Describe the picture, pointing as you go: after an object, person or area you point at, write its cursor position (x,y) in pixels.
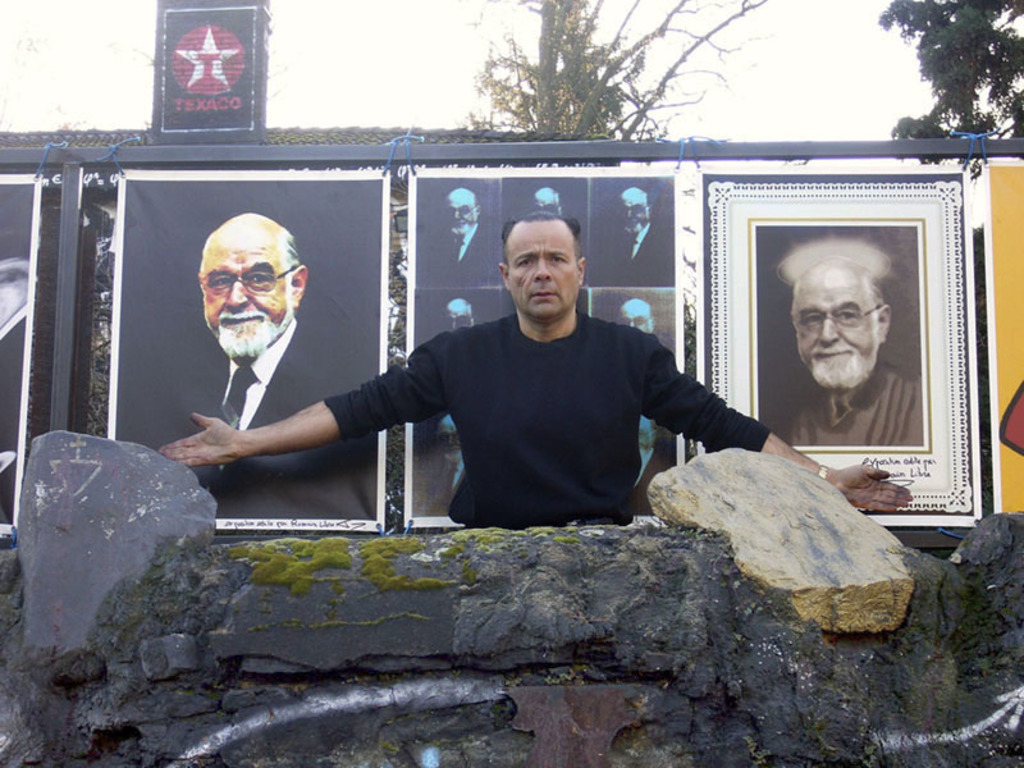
In the middle of the picture (579,386), we see the man (540,435) in black T-shirt (536,424) is standing. In front of him, we see rocks (626,557). Behind him, we see many photo frames (461,240). In the background (662,80), there are trees (998,33). In the left top of the picture (207,103), we see a black color board (225,75) with some text (191,103) written on it.
